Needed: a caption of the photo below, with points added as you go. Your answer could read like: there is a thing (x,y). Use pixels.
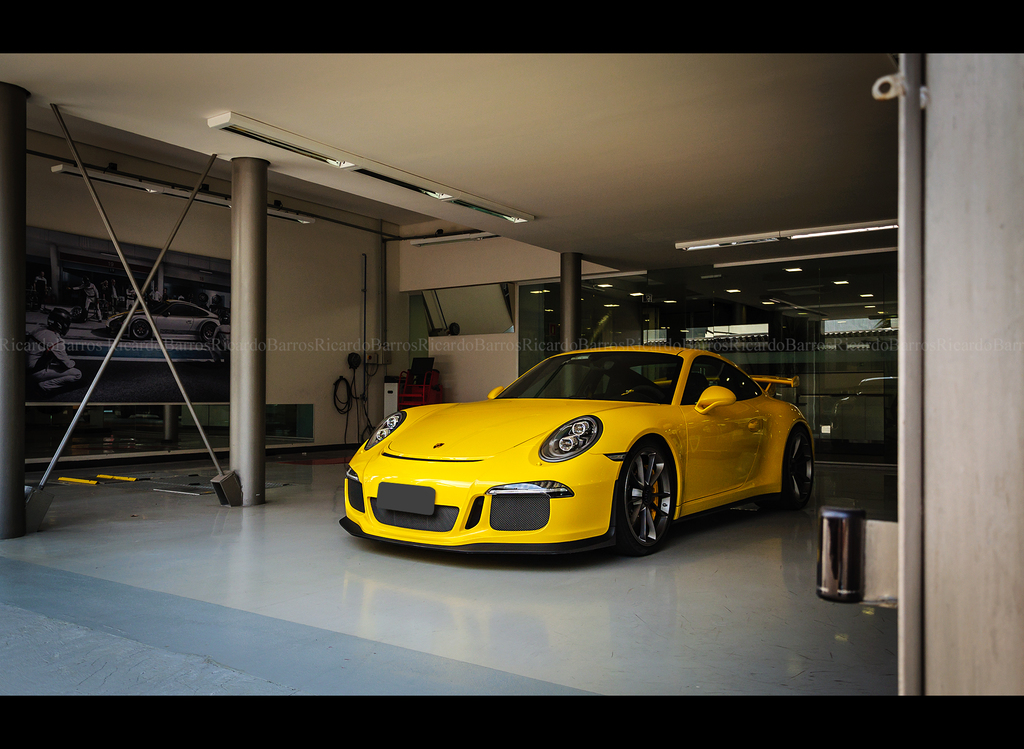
In the middle (569,496) there is a beautiful yellow color car (569,515), behind this there is a glass wall (795,347).
